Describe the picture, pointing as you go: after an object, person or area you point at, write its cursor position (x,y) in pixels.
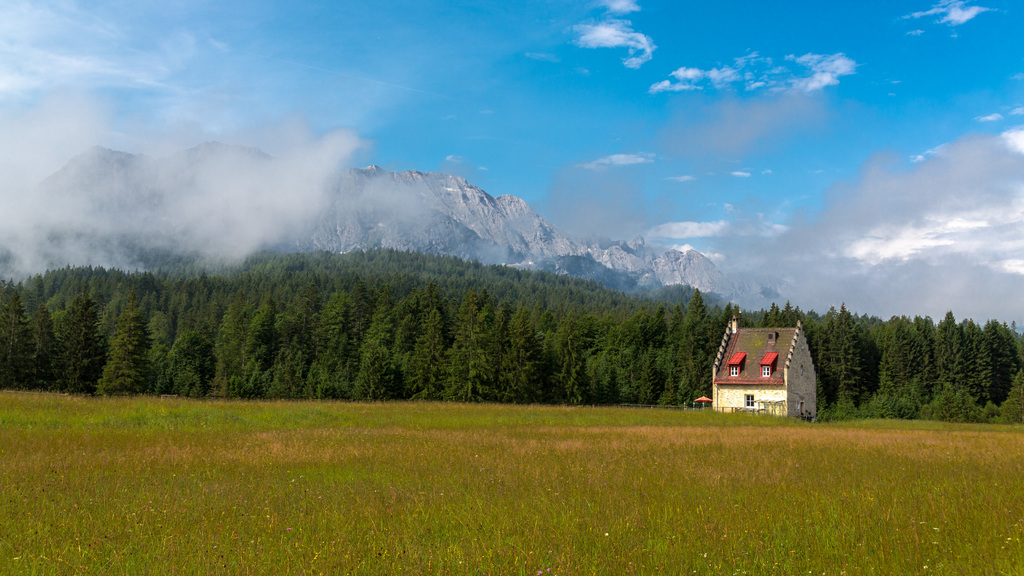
At the bottom (367,474) there are many plants (502,493). In the back (760,398) there is a building (739,378) with windows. Also there are trees (432,310), hills (575,244) and sky (611,113) with clouds (632,53).
